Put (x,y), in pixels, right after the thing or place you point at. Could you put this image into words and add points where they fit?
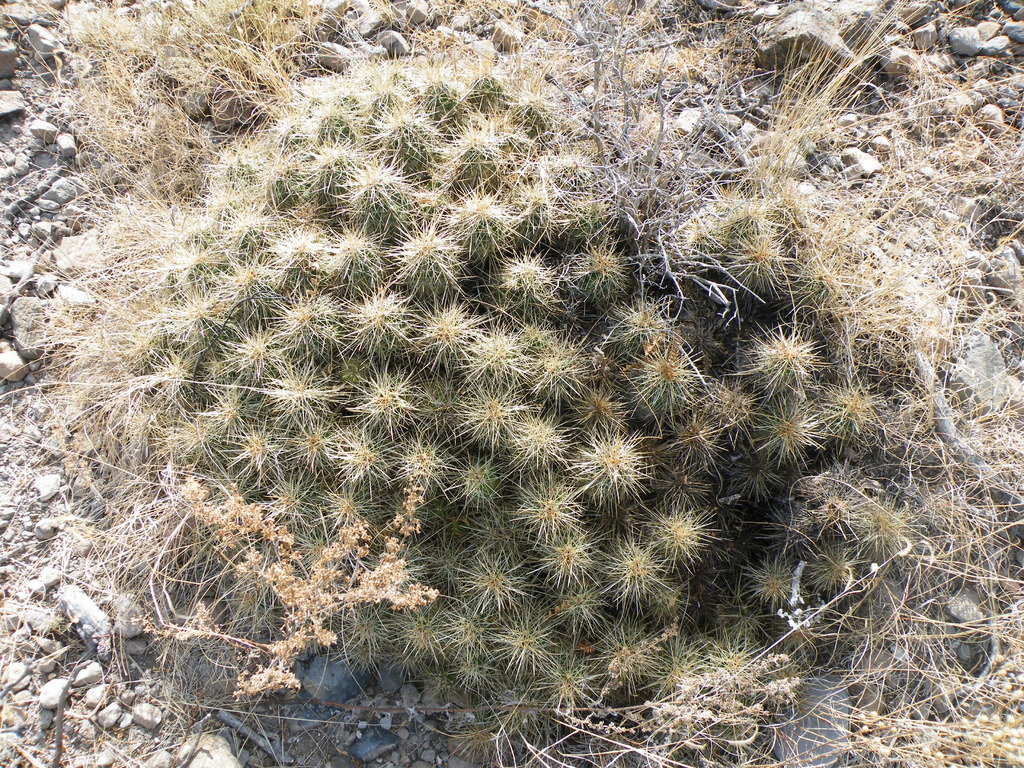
In this image the grass (129,556) and stones (895,76) on the ground (539,69).
